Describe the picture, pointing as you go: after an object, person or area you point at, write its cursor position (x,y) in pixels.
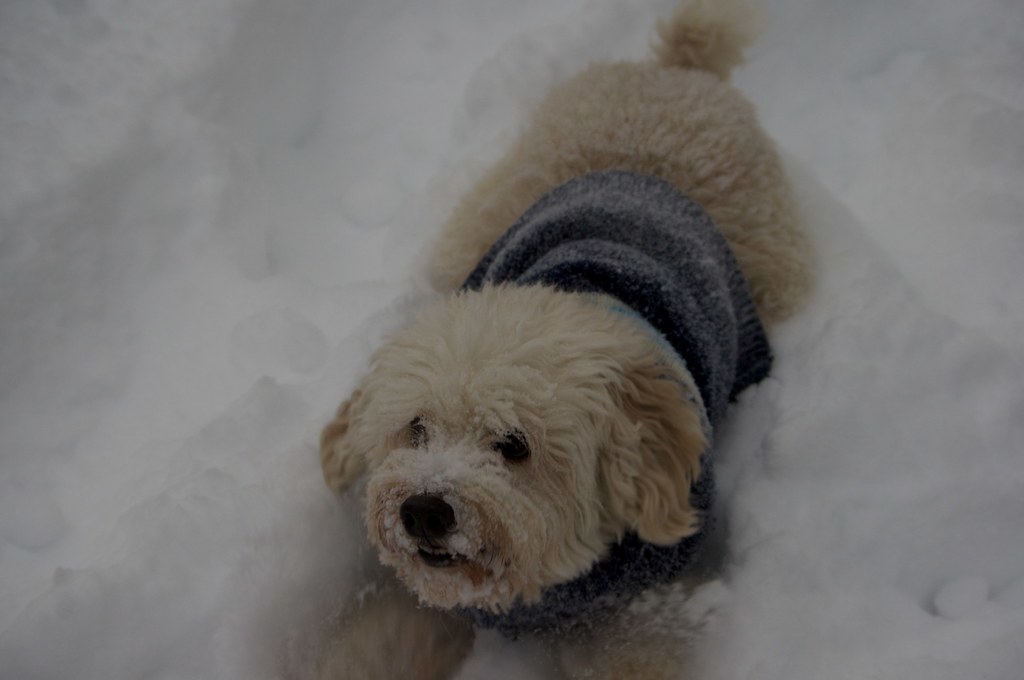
In the foreground of this image (581,383), there is a dog (593,496) on the snow (225,324).
